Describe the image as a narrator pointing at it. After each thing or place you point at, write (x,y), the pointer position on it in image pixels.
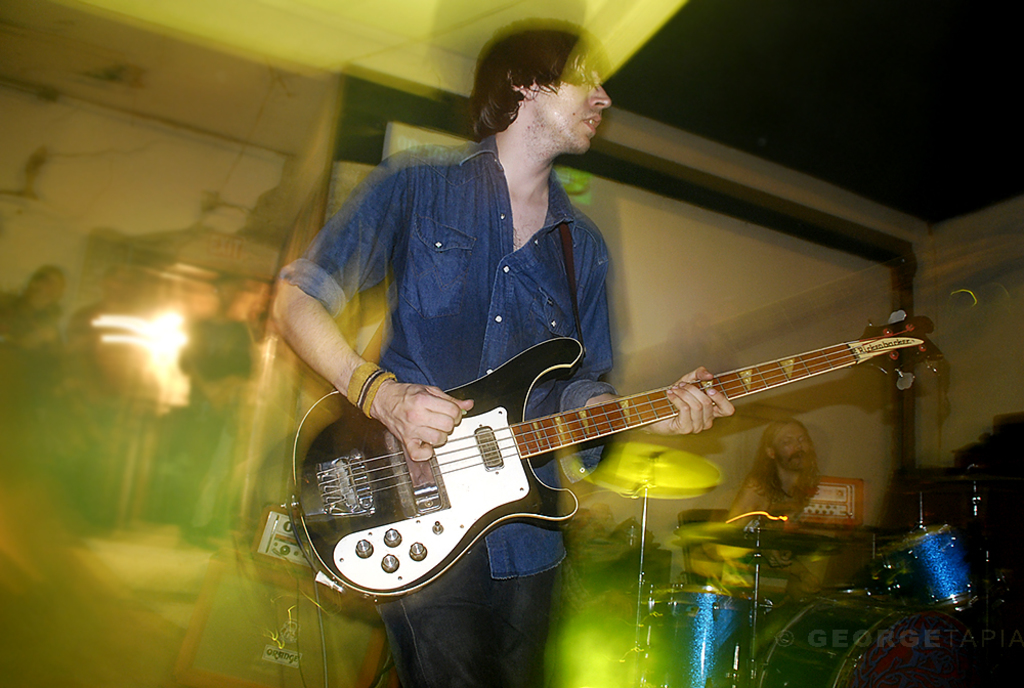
This man (449,309) wore blue shirt (449,315) and playing guitar (543,437). Far a person (794,469) is sitting on a chair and playing these musical instruments (652,490). These persons (207,412) are standing. On this box (305,609) there is a device (287,534).
